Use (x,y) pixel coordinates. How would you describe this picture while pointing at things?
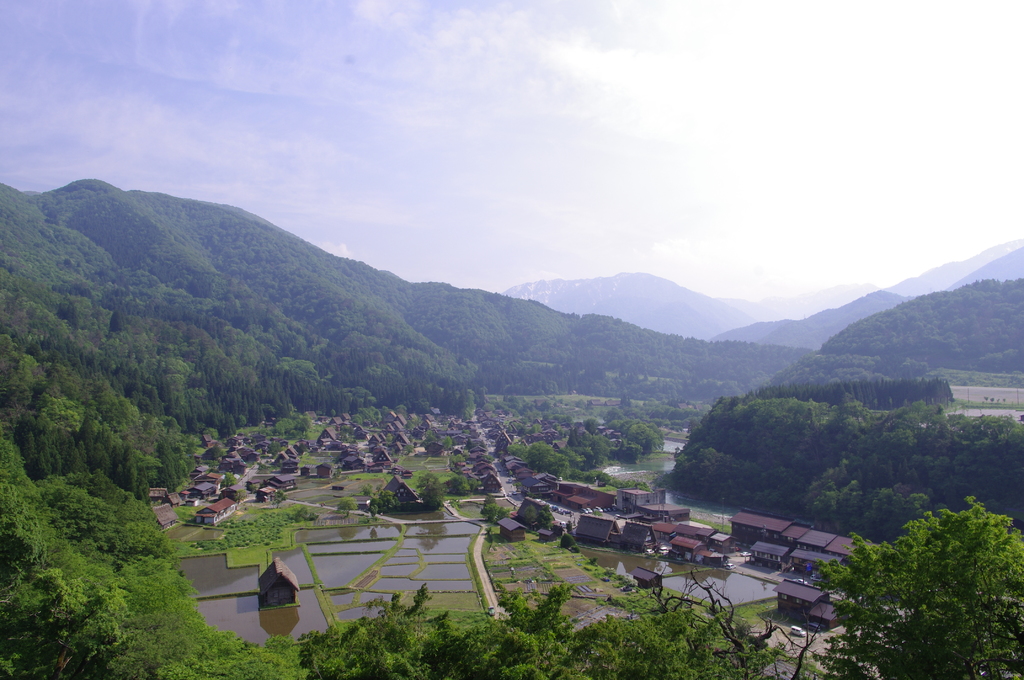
In the middle of image (407,449) on the ground (534,559) there are many houses (475,452) with roofs (537,478), fields (352,565) filled with water (387,582) and also there are few trees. To the bottom corner of the image (342,658) there are trees (85,599). And in the background (723,309) there are many hills (568,345) with the trees (262,301). To the top of the image (331,102) there is a sky (320,104).
